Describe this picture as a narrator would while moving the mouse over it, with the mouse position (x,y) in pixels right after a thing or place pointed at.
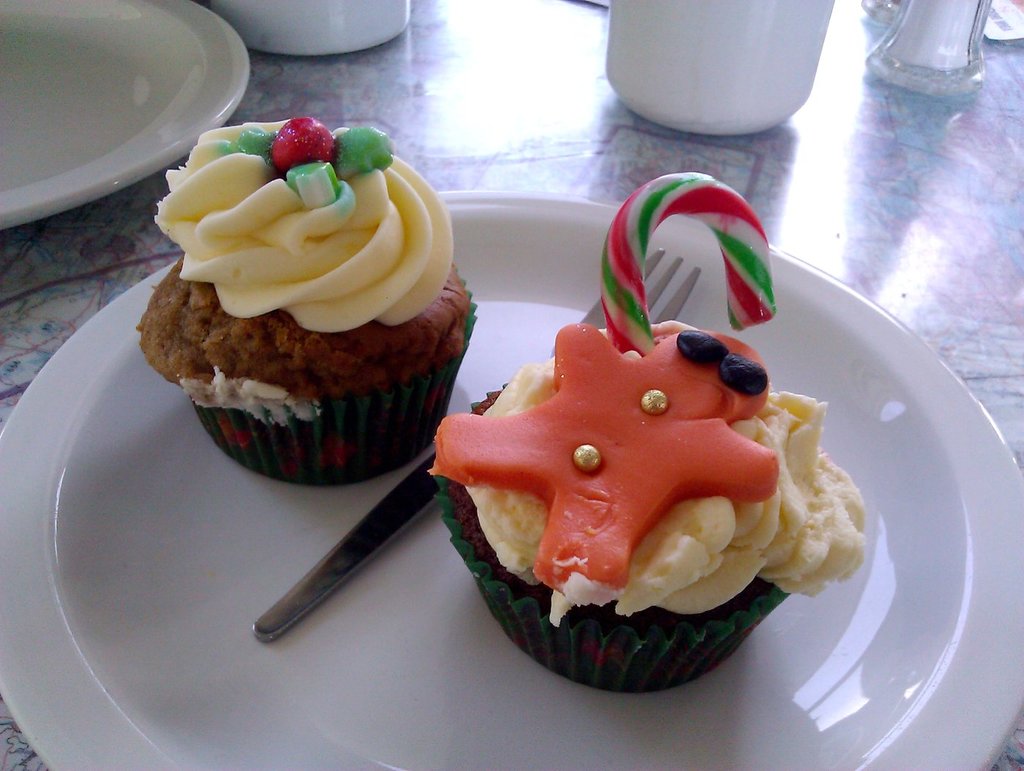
In this image I can two cupcakes (327,433) on the plate (380,663). Also there is another plate (45,70) and some other objects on the table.
